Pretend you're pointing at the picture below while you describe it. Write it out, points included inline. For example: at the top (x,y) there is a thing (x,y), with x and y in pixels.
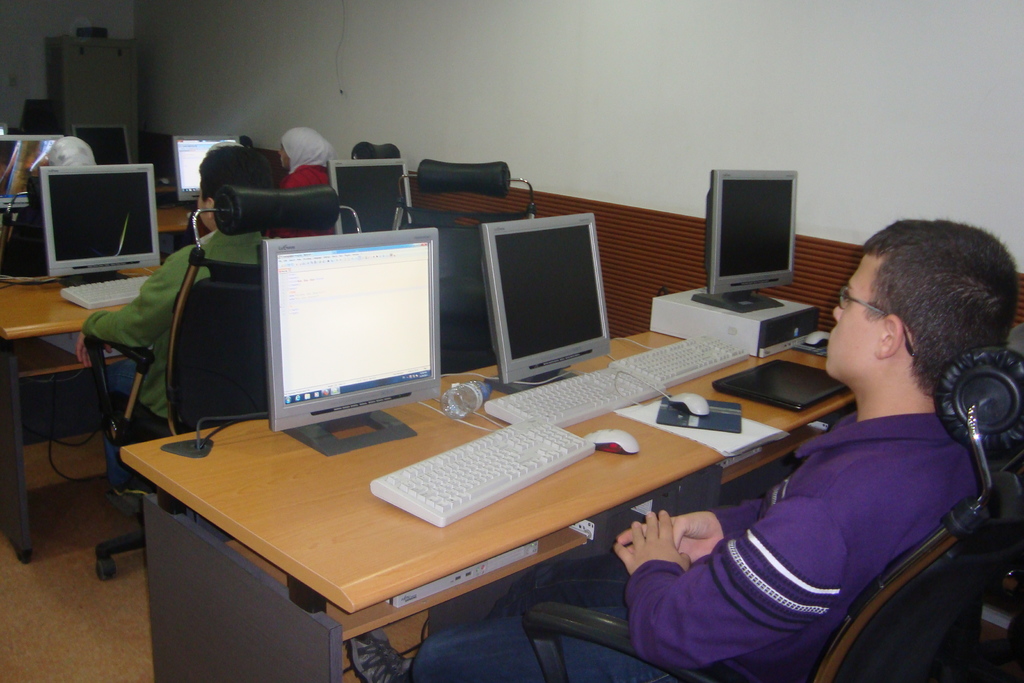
In this image we can see a man (877,355) is sitting on a chair (940,552). In front of the man (801,651), we can see a table (590,494). On the table (317,518), we can see keyboards (619,372), mouses (623,431), monitors (753,293), laptop (757,380), papers (700,437), bottle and one object (728,320). At the top of the image (720,74), we can see a wall (696,60). On the left side of the image (105,330), we can see one more person (102,333) is sitting on the chair (190,280). In front of the person (136,300), we can see the monitor (84,219) and keyboard (126,286). In the background (314,145), we can see women (286,138), monitors (196,145), chairs (381,151) and a cupboard (123,99). We can see floor (105,618) in the left bottom of the image (88,633).
